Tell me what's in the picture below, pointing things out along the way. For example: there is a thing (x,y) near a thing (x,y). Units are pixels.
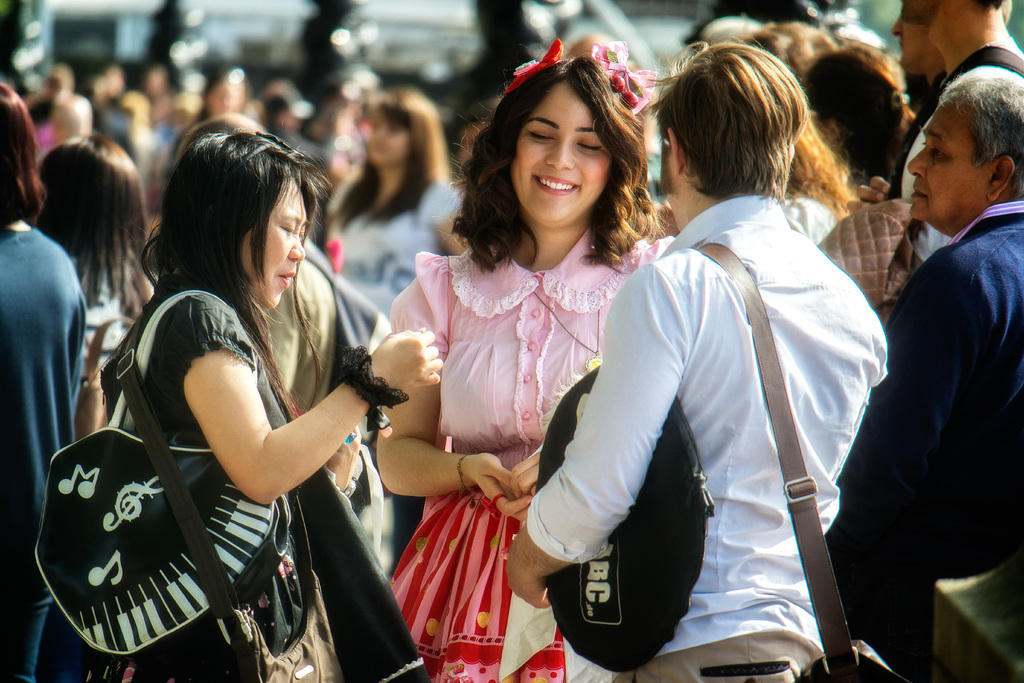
In this image we can see these people (956,301) are standing here. This woman (488,367) wearing pink dress (522,330) is smiling. The background of the image (10,106) is slightly blurred, where we can see a few more people (58,113).
